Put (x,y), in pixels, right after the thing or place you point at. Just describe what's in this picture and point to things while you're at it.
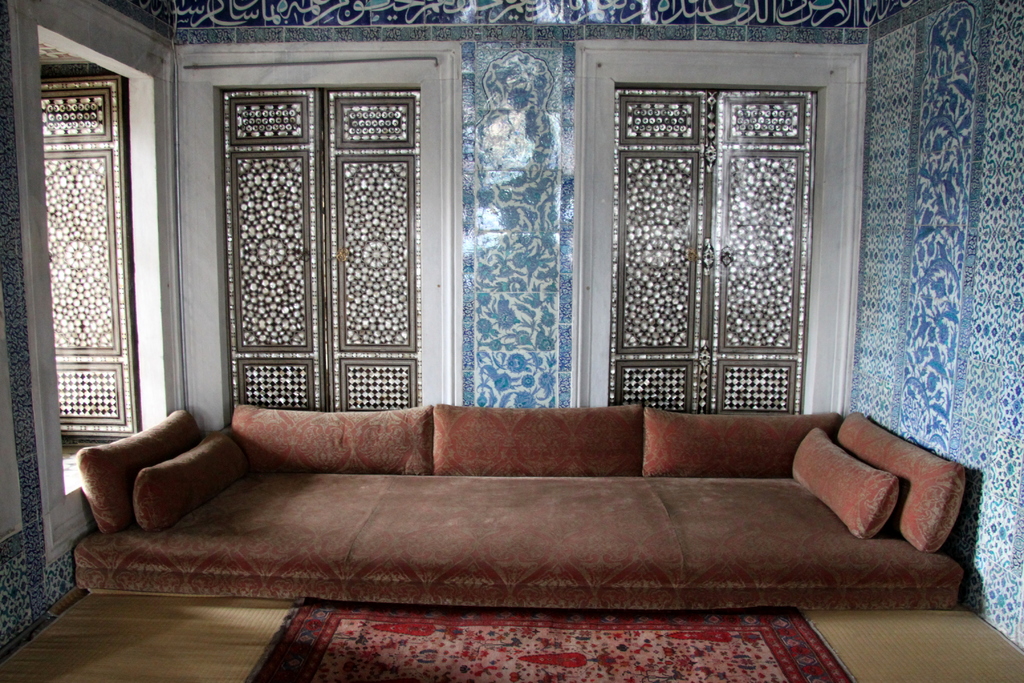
The image is inside the room (817,519). In the image there is a couch (410,493) on couch (333,474) we can see pillows (188,463). On bottom of the image (342,619) there is a mat (449,674). On right side (985,253) there are some paintings (945,220) in middle (350,234) there are two doors (647,210) which are closed. On left side (103,228) we can see a door (115,224) which is opened.
